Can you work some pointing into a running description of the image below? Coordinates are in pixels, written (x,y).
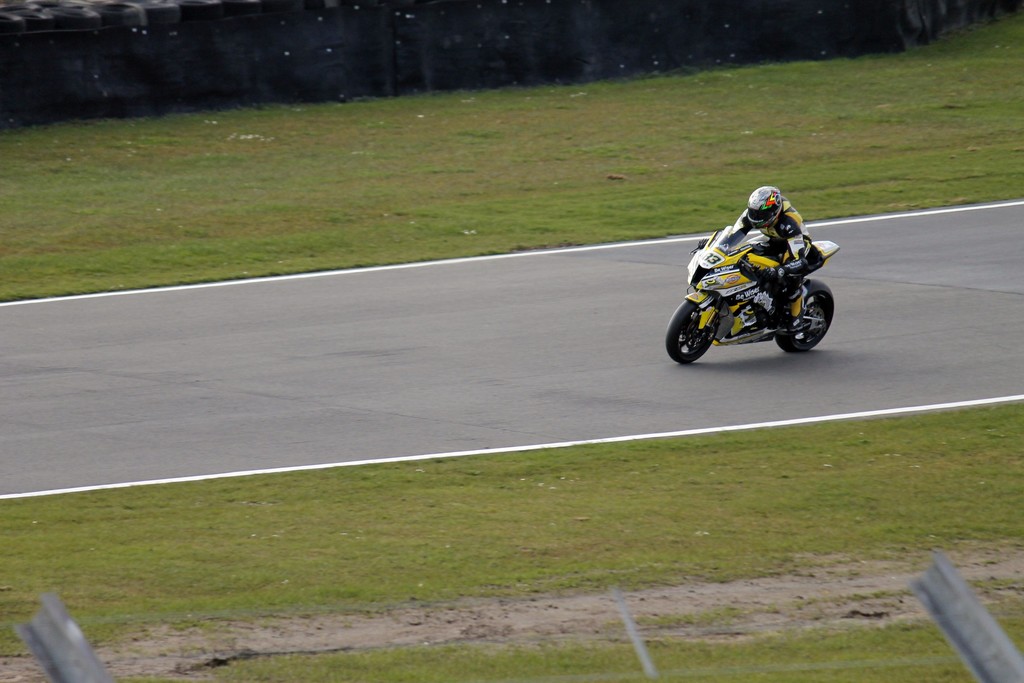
In this image I can see a person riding a bike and the bike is in yellow color and I can see grass (590,198) in green color.
